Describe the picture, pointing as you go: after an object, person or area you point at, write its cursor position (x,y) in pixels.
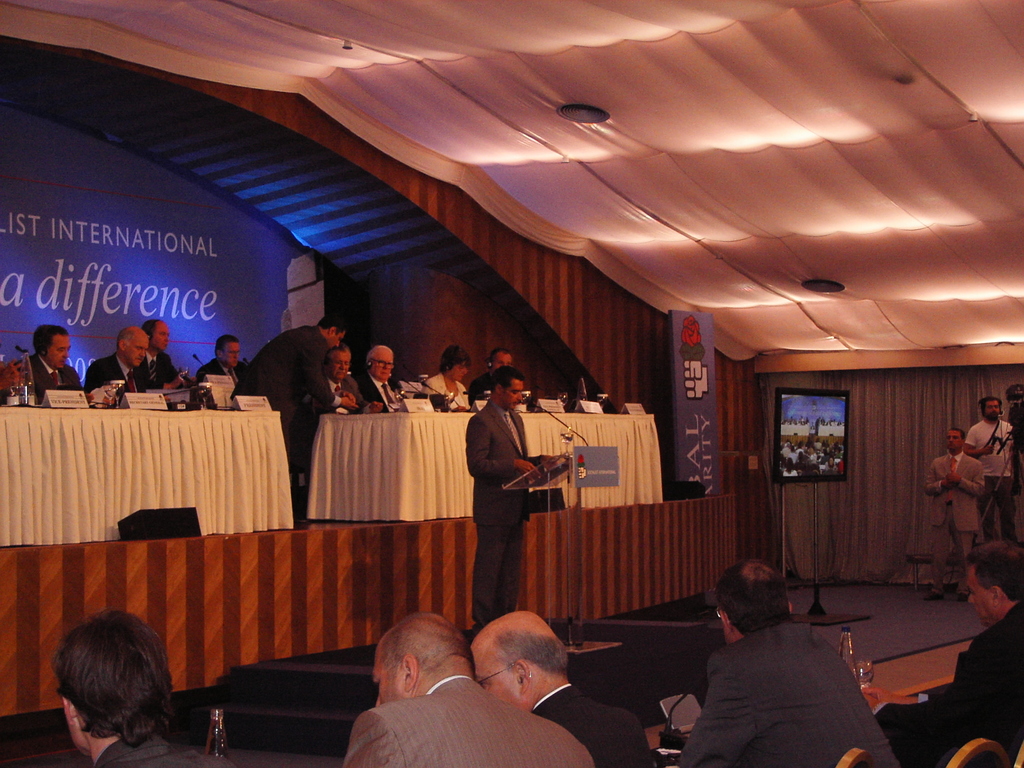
In the foreground of the image (469,651) we can see group of persons (820,742) sitting on a chair (976,746), with some glasses (856,672), bottles (850,660) and microphone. On the right side of the image (1002,453) we can see group of people (968,487) standing, a screen (811,450). In the center of the image (491,468) we can see a person (509,414) standing in front of a podium (562,479) with a board (612,471) and microphone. In the background (106,374), we can see some people (85,387) sitting on stage (307,552), tables (257,528), a screen (226,274) with some text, some lights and curtains (860,487).
